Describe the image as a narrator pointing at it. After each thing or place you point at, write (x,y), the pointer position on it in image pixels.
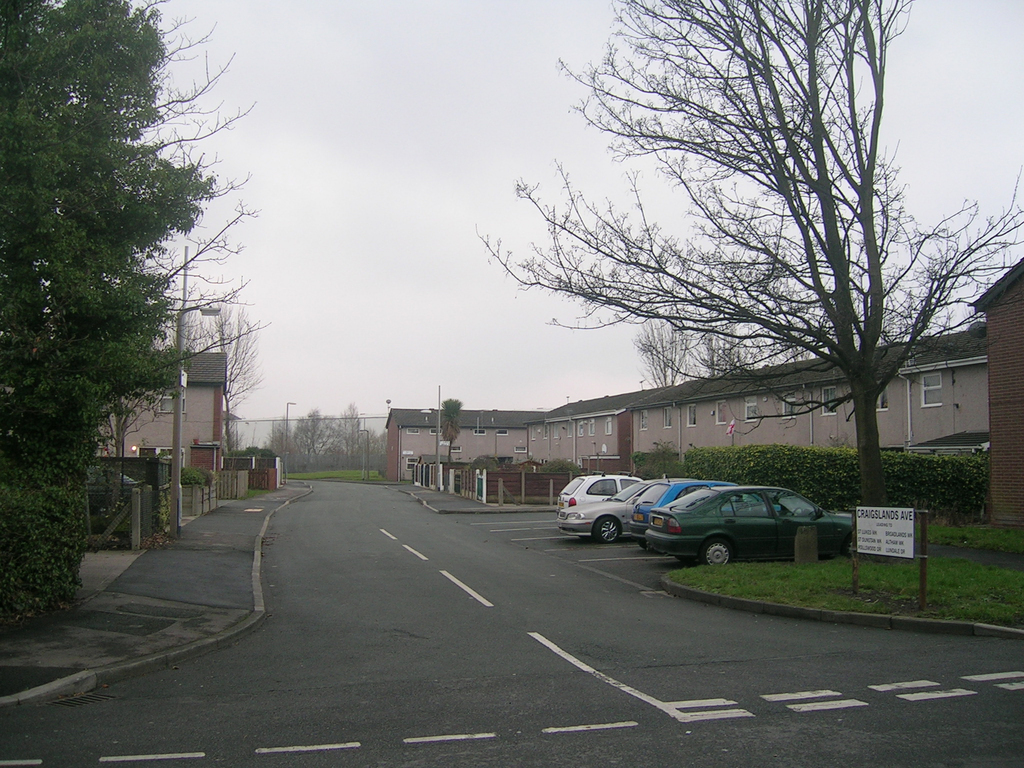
In this picture we can see cars (671,528) on the road (584,570), footpaths (201,627), poles (286,418), name board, buildings (213,397) with windows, grass (723,586), trees (322,432), fences (545,479) and in the background (366,418) we can see the sky (431,189).
